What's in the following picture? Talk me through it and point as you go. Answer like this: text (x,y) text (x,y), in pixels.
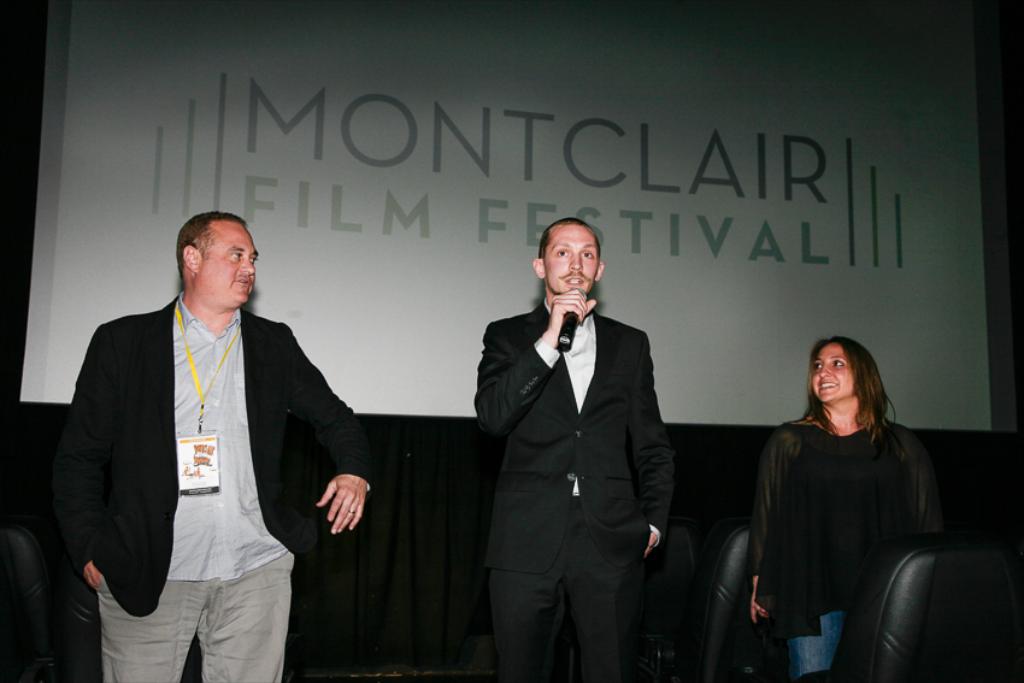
In this image I can see three persons (497,548), middle person (511,425) holding a mike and in the background (615,198) it might be look like a board (627,200) and on the board (451,179) there is a text (317,191).
